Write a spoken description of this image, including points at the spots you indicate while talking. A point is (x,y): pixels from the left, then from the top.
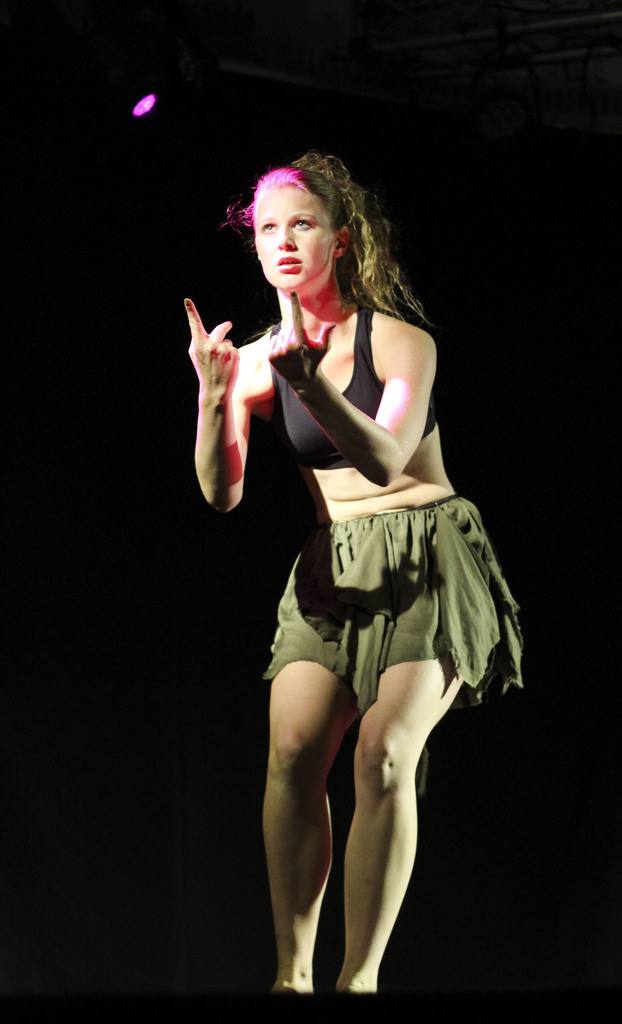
In the image we can see a woman (304,784) standing and wearing clothes (388,586). Here we can see light (145,108), pink in color and the background (152,124) is dark.
